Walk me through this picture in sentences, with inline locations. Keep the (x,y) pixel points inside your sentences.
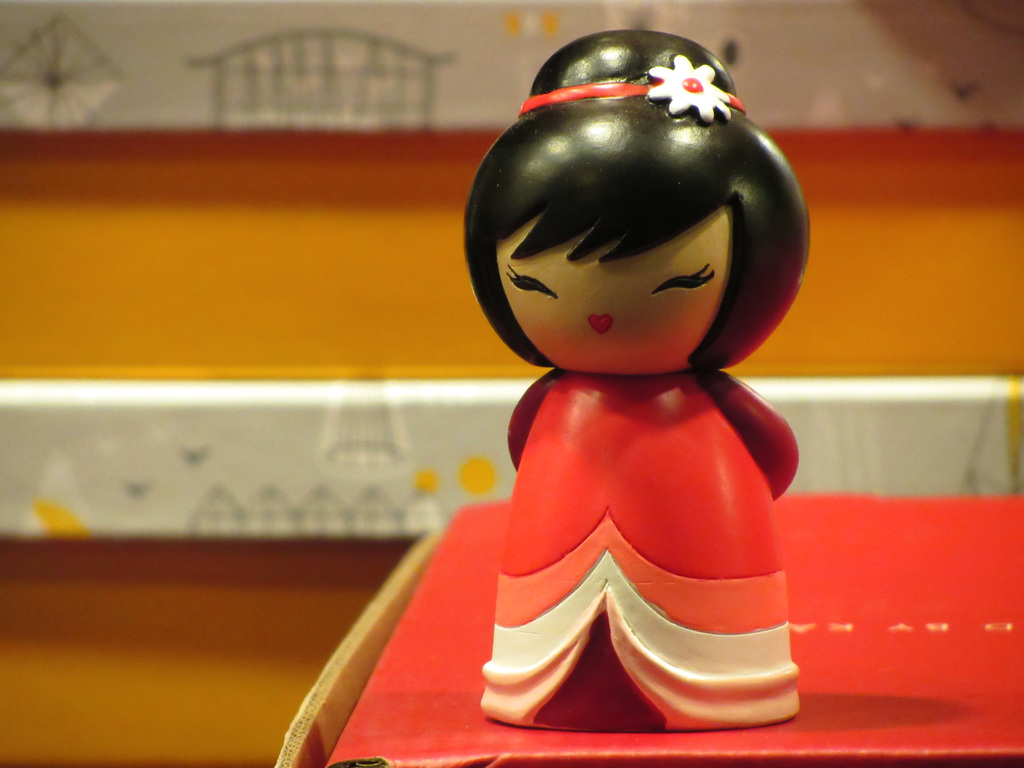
On the right side of the image (774,150) we can see a toy (727,461) is present on a box (515,747). In the background of the image (75,638) we can see the wall (384,366). On the wall (321,334) we can see the painting (389,43).
